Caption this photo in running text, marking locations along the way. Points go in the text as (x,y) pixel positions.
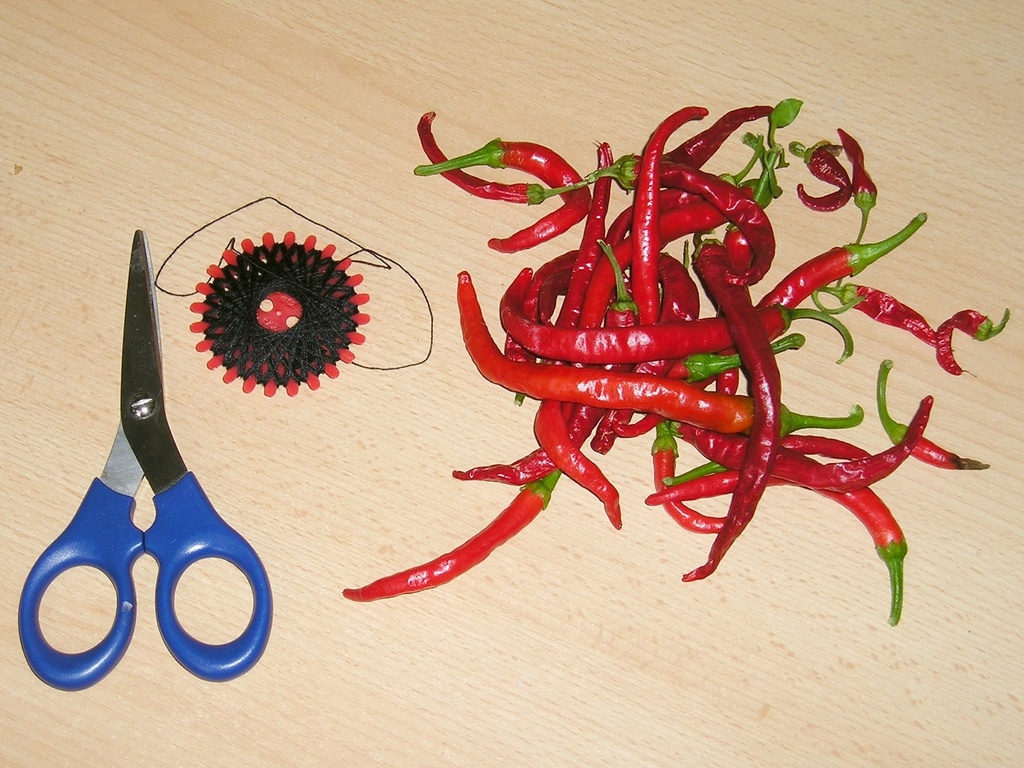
In this image, we can see a scissor (168,521), black - red object (249,338), thread (296,270), red chilies (728,202) with stem (497,154) are on the wooden surface (498,447).
